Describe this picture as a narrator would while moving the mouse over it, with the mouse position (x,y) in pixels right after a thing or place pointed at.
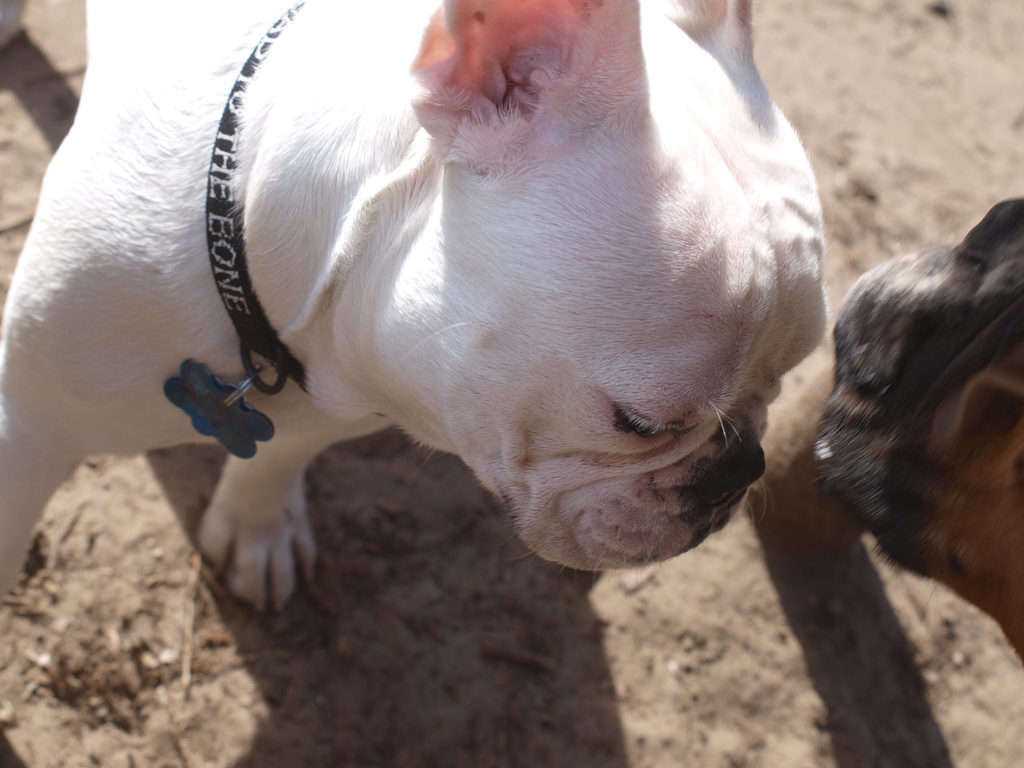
In this picture we can see animals (394,268) on the ground (72,693). There is some text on a belt (255,317) visible on the white animal (252,538).
